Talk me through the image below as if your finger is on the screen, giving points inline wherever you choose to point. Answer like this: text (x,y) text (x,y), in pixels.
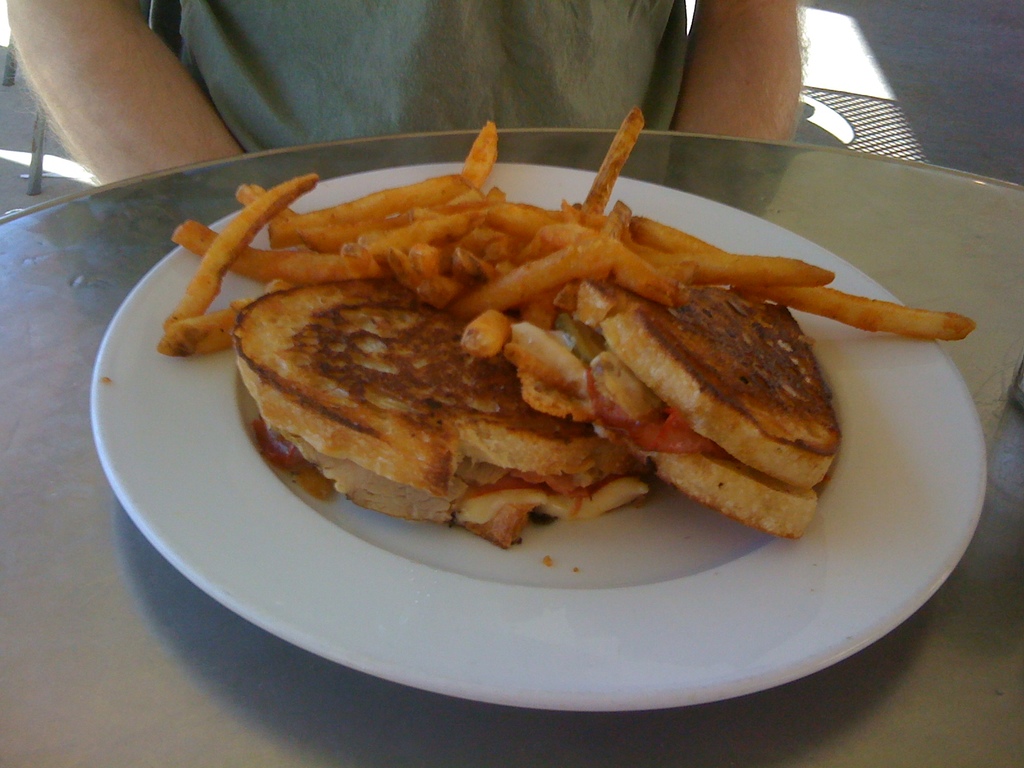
In this picture we can see a table (639,720), on this table (702,707) we can see a plate (787,581), food items (592,444) and in the background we can see a person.
